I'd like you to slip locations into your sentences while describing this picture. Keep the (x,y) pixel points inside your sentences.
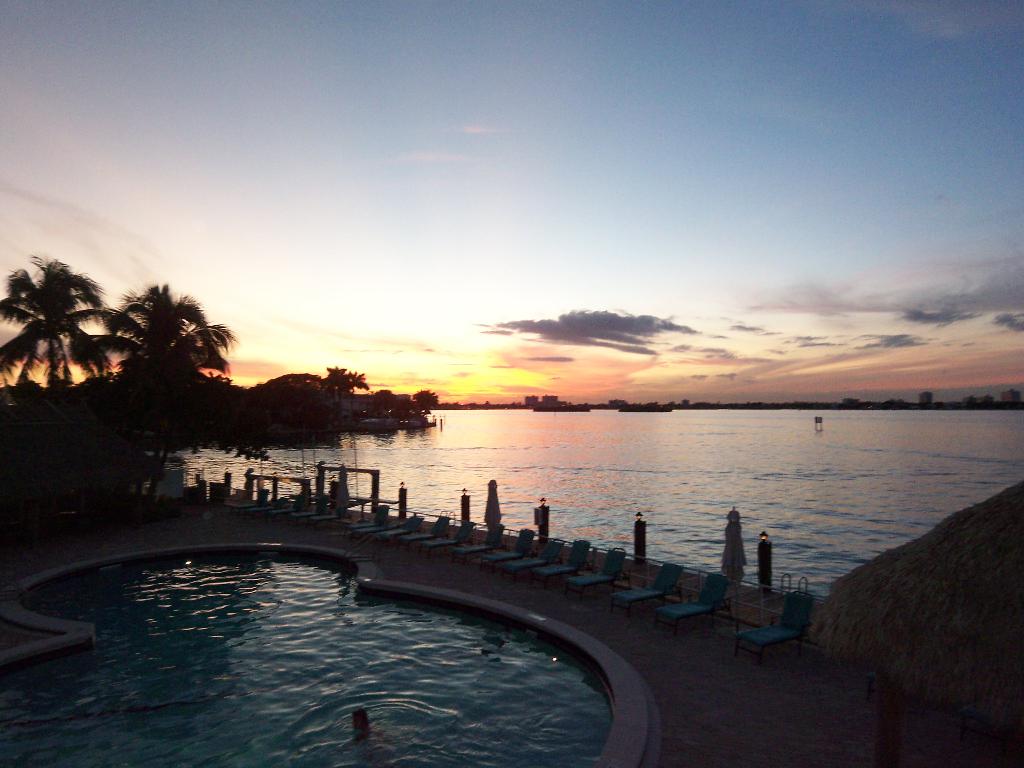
In this image I can see sky (329,351), water (457,428) and a small swimming pool (65,753). I can also see number of trees (217,417).
